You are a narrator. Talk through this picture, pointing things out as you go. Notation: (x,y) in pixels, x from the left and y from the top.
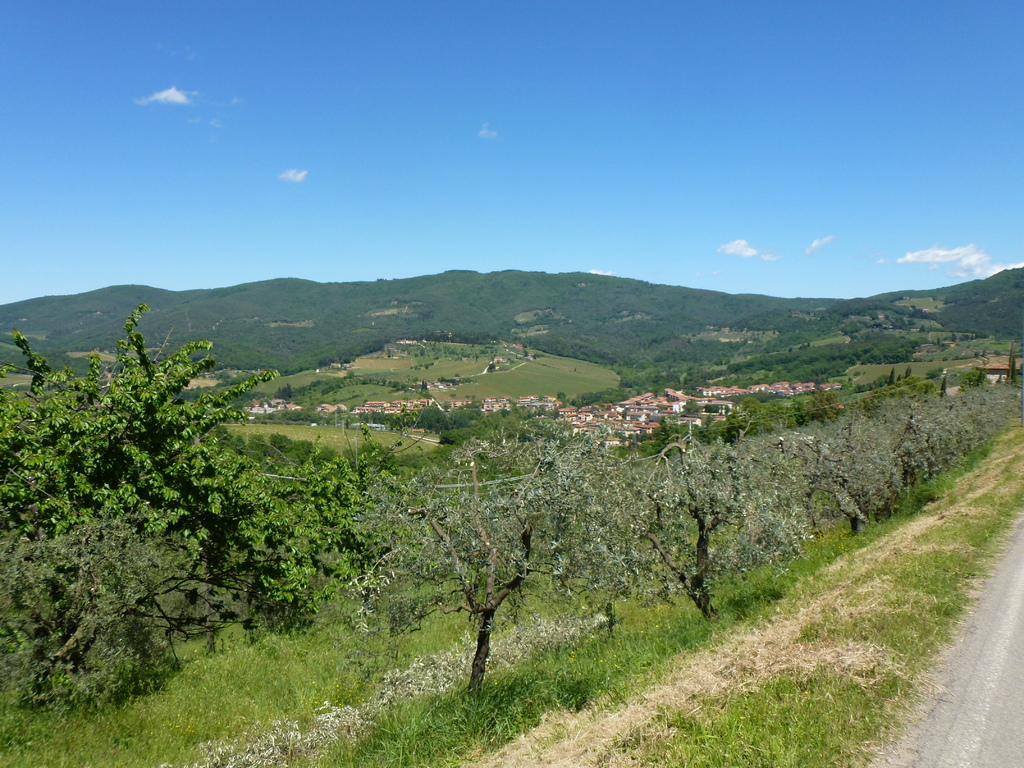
In the foreground of the picture (187,619) I can see the trees (538,432) and green grass (732,712). It is looking like a road (951,676) on the bottom right side of the picture (966,675). In the background (600,394), I can see the houses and hills (420,327). There are clouds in the sky (683,278).
